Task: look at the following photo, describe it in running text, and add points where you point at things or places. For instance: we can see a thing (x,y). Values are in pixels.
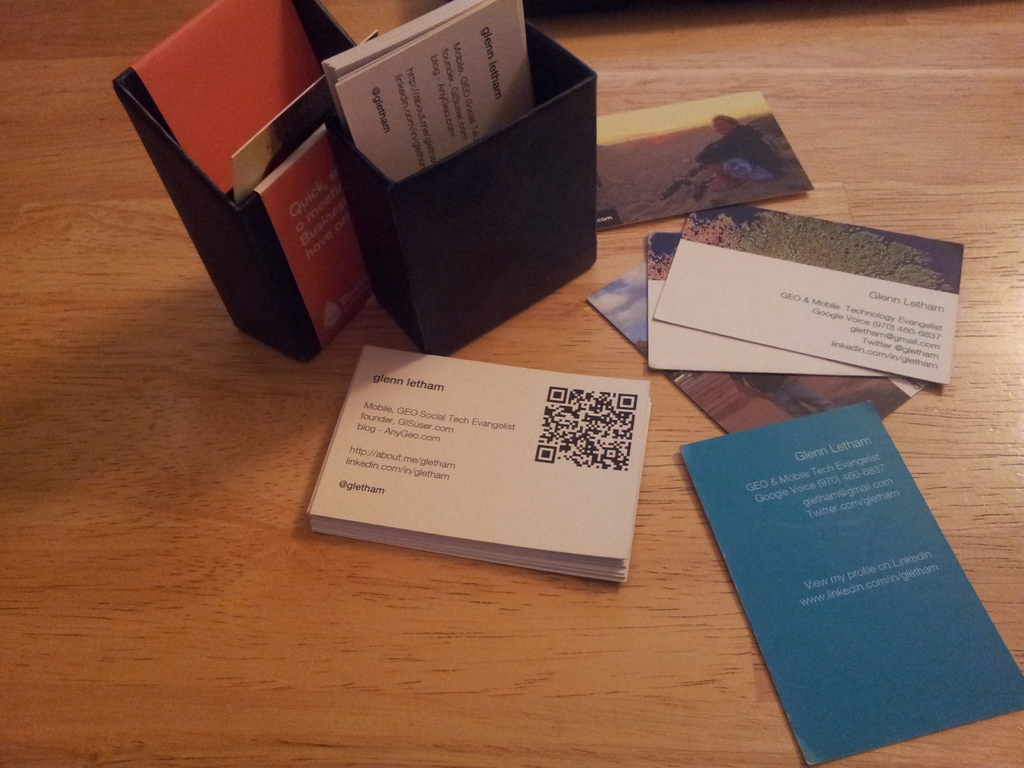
In the image we can see wooden surface (423,687). On it there are papers (589,495), photos (657,192) and two boxes (248,297).
